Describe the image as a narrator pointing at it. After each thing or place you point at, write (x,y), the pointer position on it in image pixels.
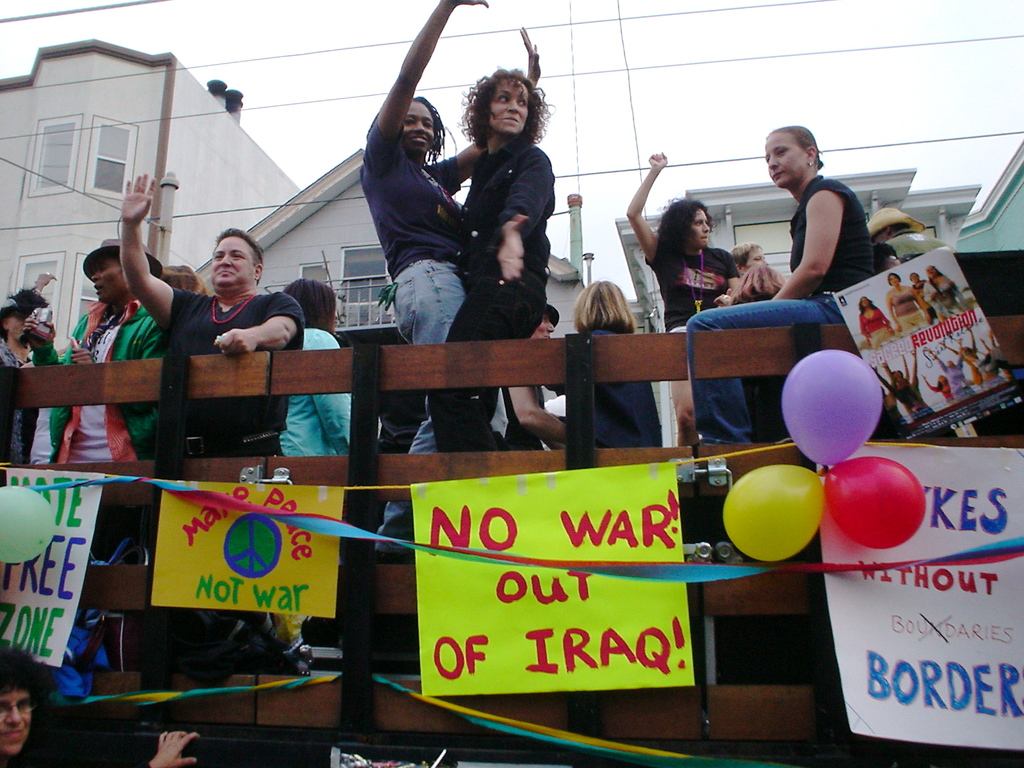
In this image, we can see some persons (202,289) Behind the wooden barrier (589,388). There are banners (261,539) and balloons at the bottom of the image (579,595). There are buildings (579,235) in the middle of the image (645,312). There are wires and sky (492,53) at the top of the image (483,50).
